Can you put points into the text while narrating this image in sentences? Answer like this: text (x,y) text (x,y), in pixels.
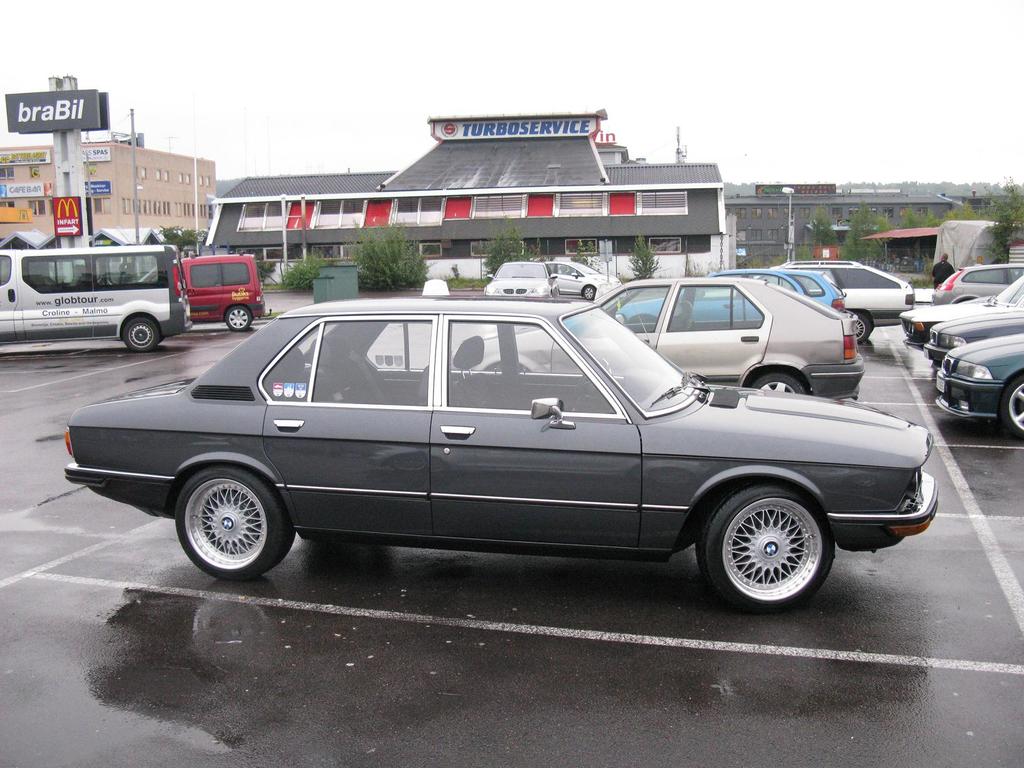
In this image we can see cars (461,442) on the road (287,707). In the background of the image (178,196) there are houses (436,230), plants (193,248), boards (107,103) with some text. At the top of the image (489,56) there is sky (342,46).
